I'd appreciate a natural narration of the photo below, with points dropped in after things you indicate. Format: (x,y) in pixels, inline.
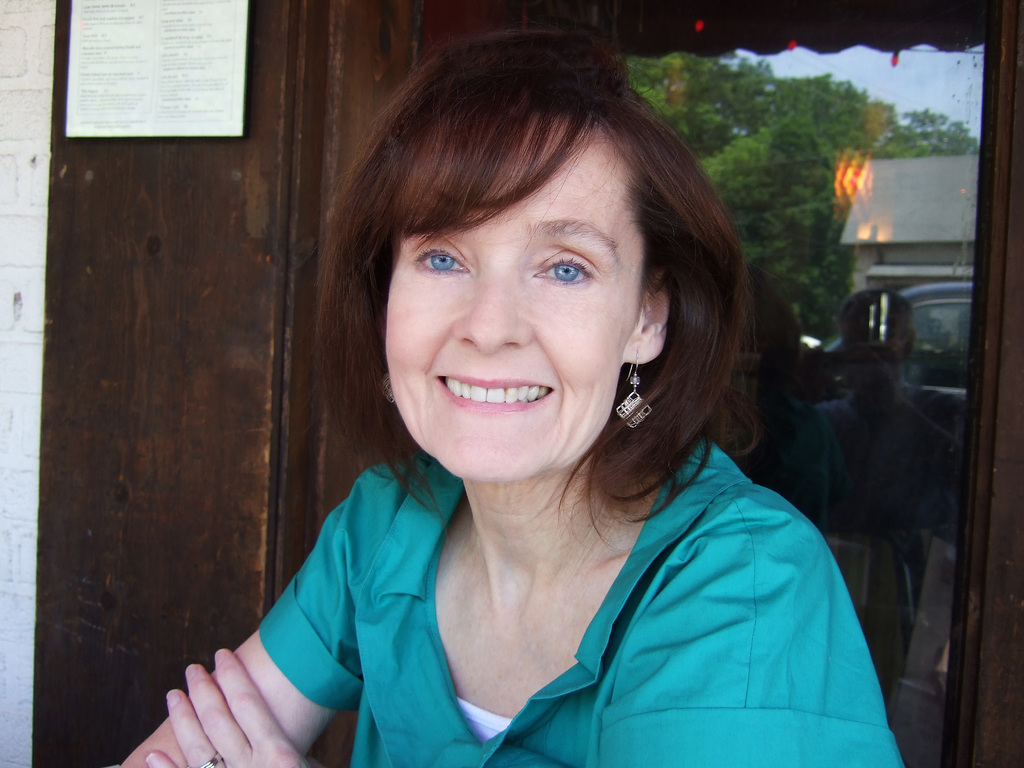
In this image we can see a woman (662,561) is smiling and wearing green color shirt (682,643). Behind brown color door (334,136) is there and glass (813,222) is present. In glass (851,193) trees (802,188), car (920,355) and house reflection (904,205) is present.
